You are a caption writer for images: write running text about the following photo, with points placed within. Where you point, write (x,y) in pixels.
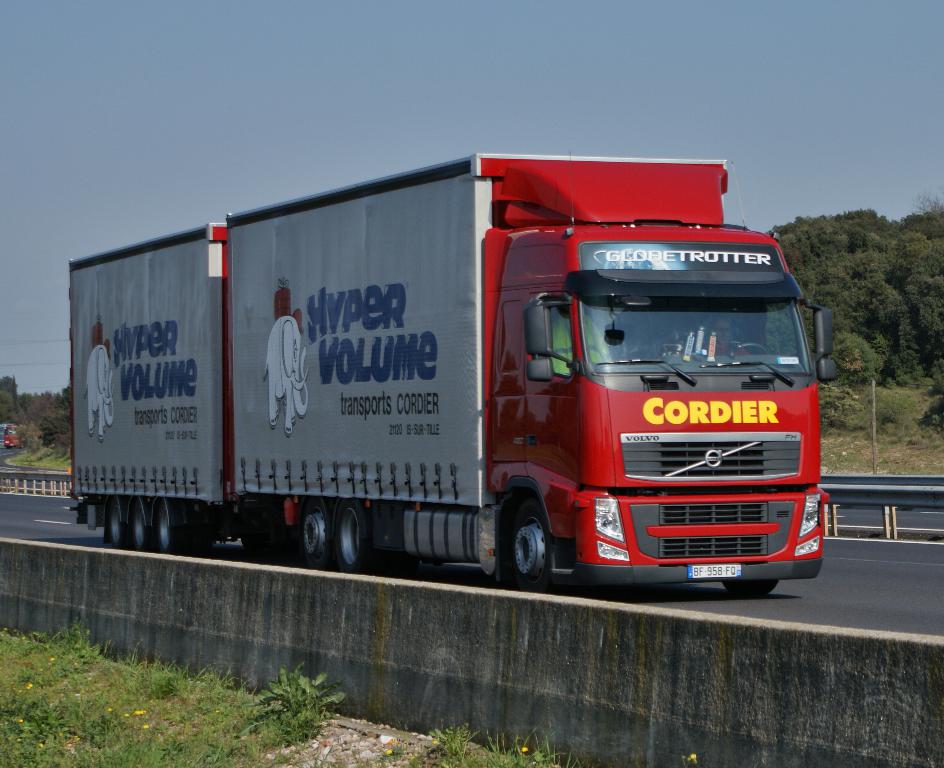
In this image we can see few vehicles (559,418). There is some text (341,348) and a logo (288,394) on the container (341,339) of the vehicle (285,479). There are many trees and plants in the image. There is a grassy land (169,718) in the image. There is a road (854,558) in the image. There is the sky (463,93) in the image. There are road safety barriers (202,651) in the image.
